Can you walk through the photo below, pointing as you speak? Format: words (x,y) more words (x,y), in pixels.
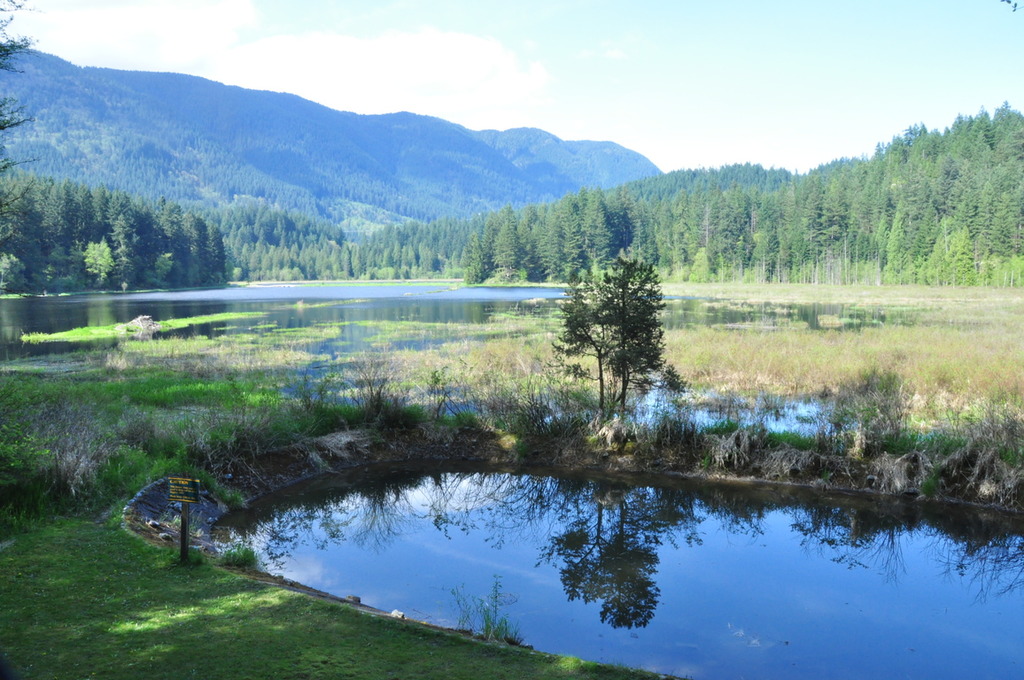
In this image there is water (547,581). Also there are plants (67,443) and grass (166,624). There is a tree (575,294). In the background (263,211) there are trees (612,197), hills (614,158) and sky (540,115).
